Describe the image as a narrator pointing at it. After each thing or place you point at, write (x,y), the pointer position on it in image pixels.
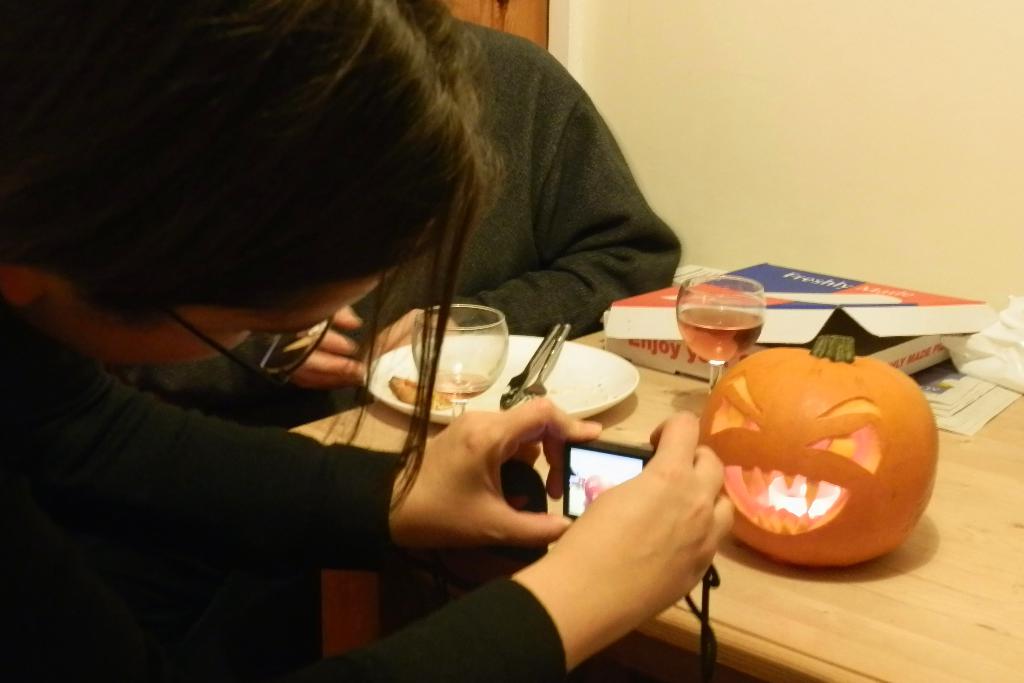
In this picture I see couple of them (436,224) seated and i see a human (593,544) holding a camera (633,470) in the hands (646,475) and taking picture of a pumpkin (761,474) on the table (912,617) and I see a box (812,332) and couple of glasses (484,378) and a plate (611,382) with knife (540,363) and fork (528,386) on the left side of the table (736,664) and I see few papers (968,400) and a wall (848,114) on the right side (969,113).
